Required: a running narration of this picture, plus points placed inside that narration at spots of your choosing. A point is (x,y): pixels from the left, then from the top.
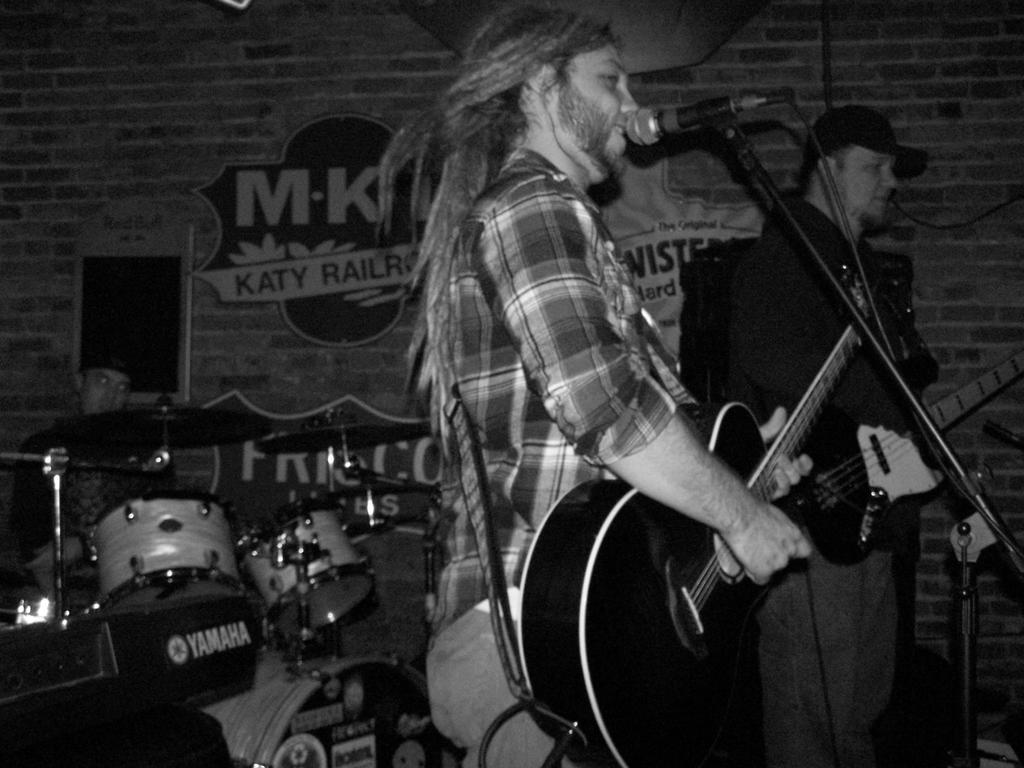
In the image we can see there are people (825,169) who are standing and holding guitar (608,480) in their hand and there is a drum set (181,529) which is played by a man (65,427) and the image is in black and white colour.
